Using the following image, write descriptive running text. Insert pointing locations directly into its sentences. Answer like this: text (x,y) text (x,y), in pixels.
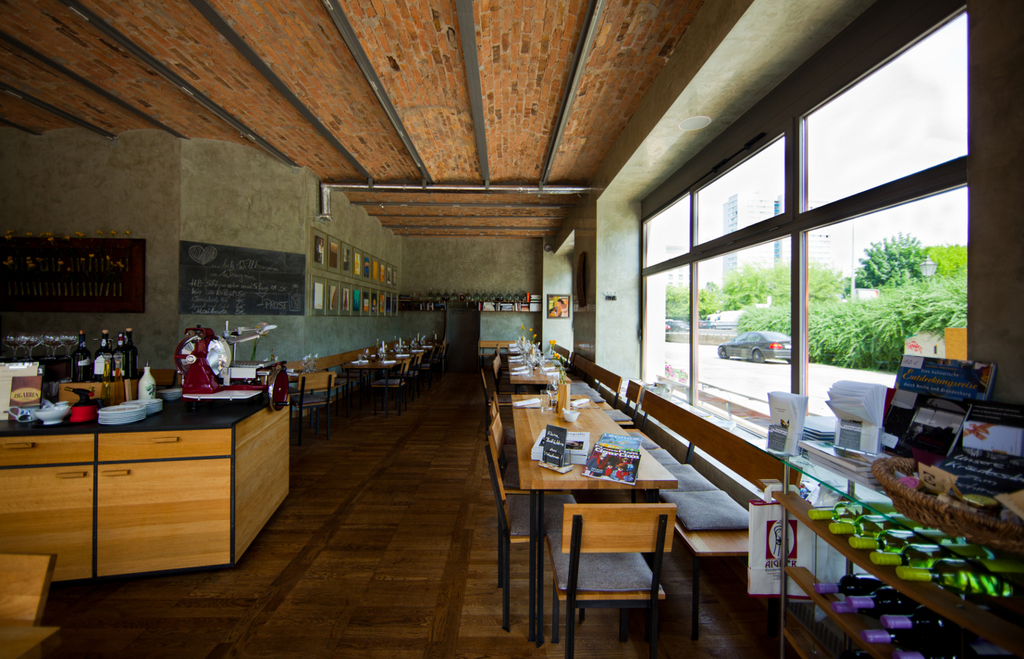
In this picture there is a kitchen set (104,419) over here there are some wine Bottles (131,368) And there is a table (594,479) some chairs (576,507).
